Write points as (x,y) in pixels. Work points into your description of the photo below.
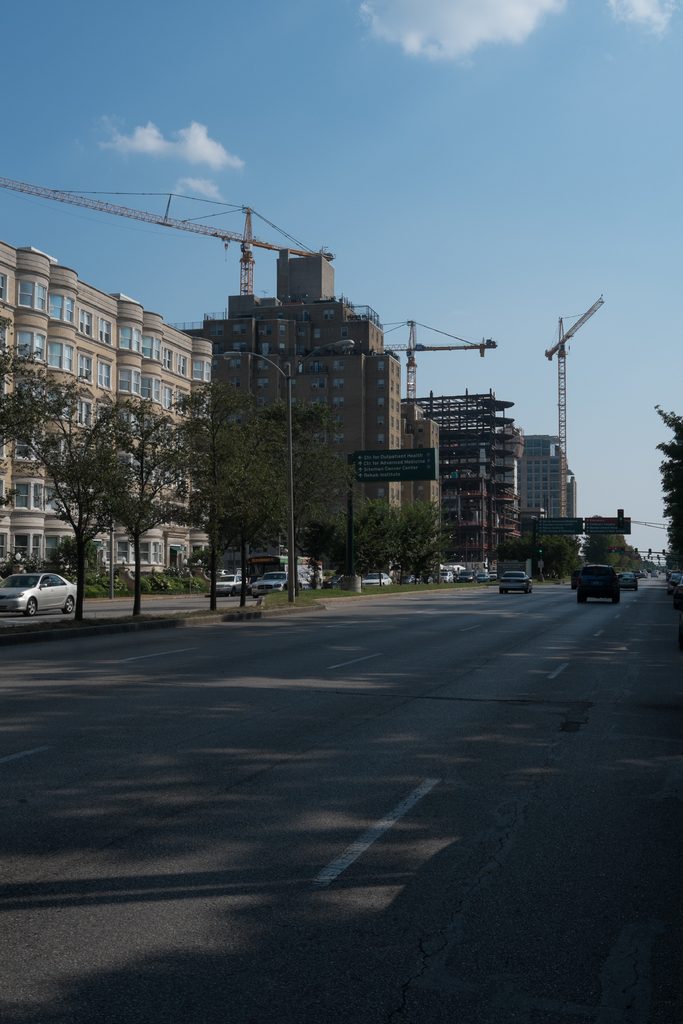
This is a picture of a city (264,600). In the foreground of the picture (660,630) it is road (264,770). In the center of the picture (276,348) there are buildings (385,379), cranes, trees (271,490) and cars (588,596). Sky (635,509) is clear and it is sunny.
